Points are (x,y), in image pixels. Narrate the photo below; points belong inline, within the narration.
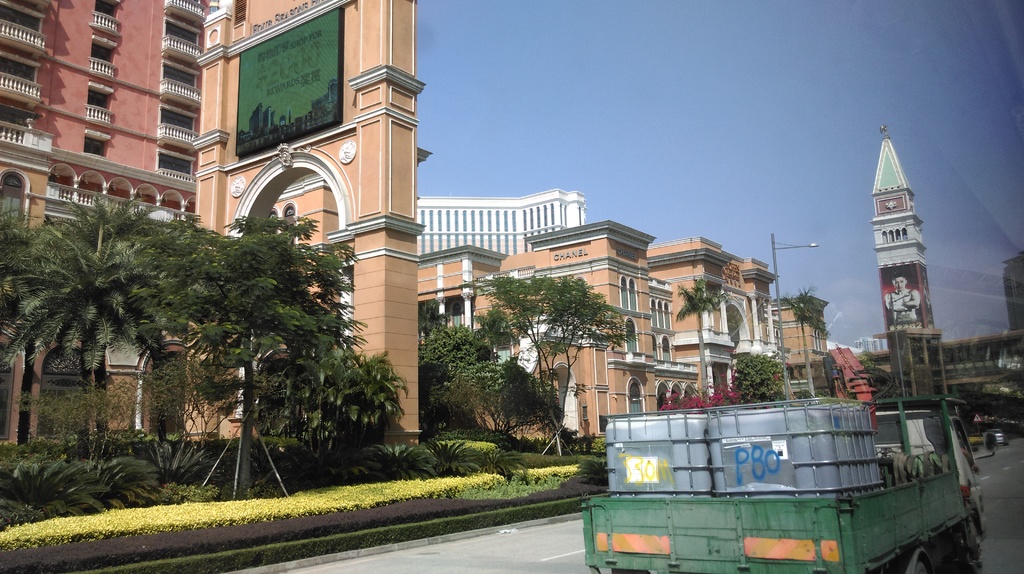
In this image we can see buildings (233,130), trees (230,318), bushes (145,471), shrubs (281,471), street poles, street lights (774,235), tower (907,324), sky (760,236) and a motor vehicle (623,520) on the road (569,520).
